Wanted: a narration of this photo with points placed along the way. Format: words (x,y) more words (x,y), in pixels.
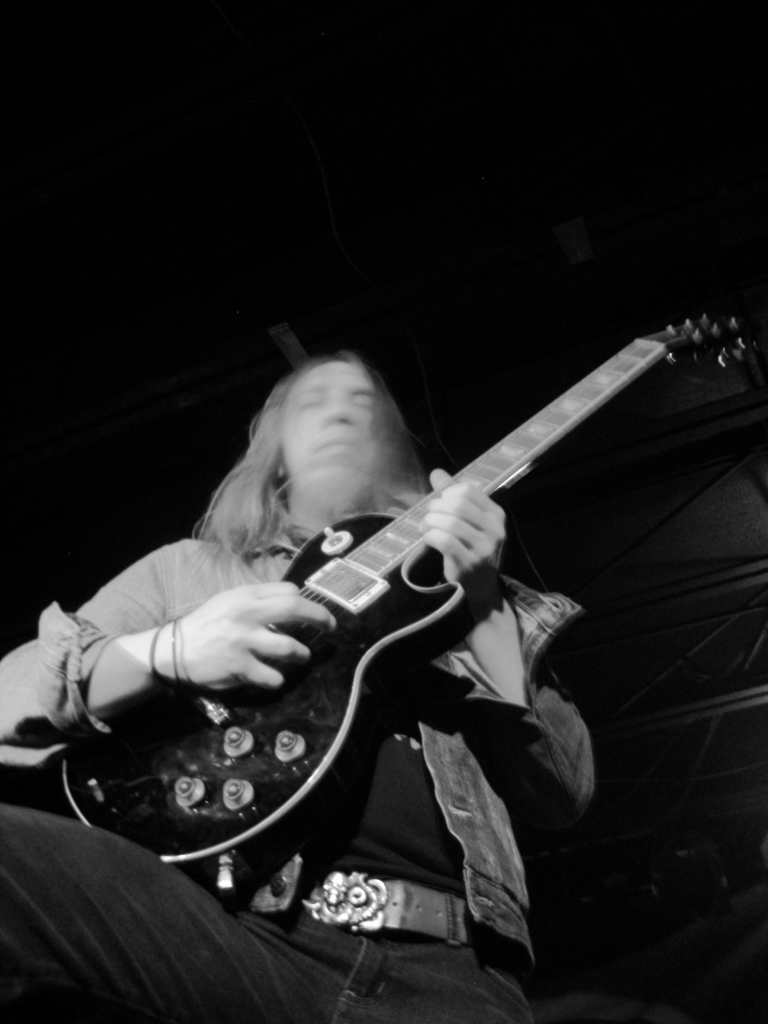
A man (452,777) is holding a guitar (395,572) and playing.
